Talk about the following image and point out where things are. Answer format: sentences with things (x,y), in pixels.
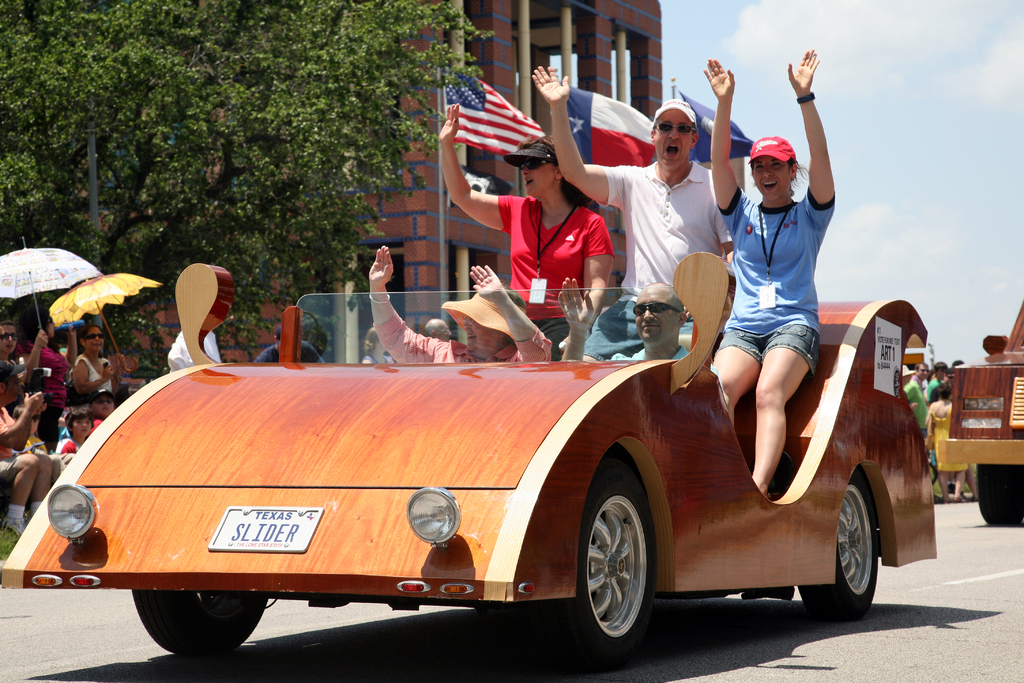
In the image we can see there is a car (410,511) in which people (642,303) are sitting and on the other side there are trees (74,201) and other people (52,409) are sitting and watching them and the car (595,516) is of wooden.
